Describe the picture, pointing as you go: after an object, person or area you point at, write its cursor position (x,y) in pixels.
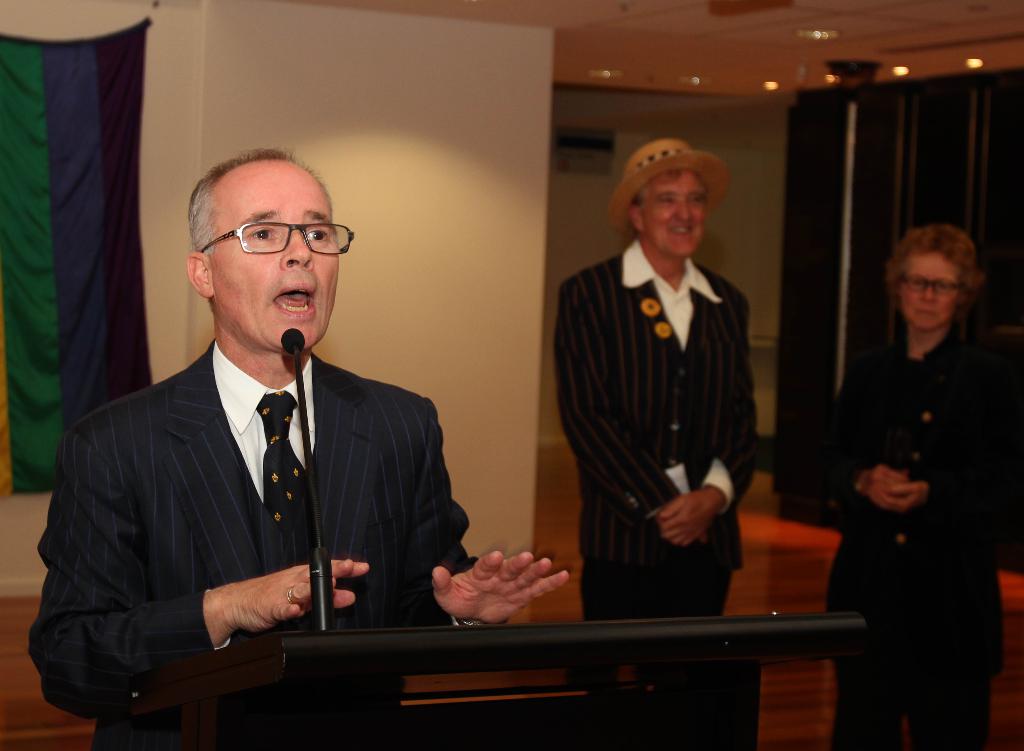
This picture might be taken inside a conference hall (809,585). In this image, on the left side (270,598), we can see a man (210,495) wearing a blue color shirt (218,503) is standing in front of the table (514,646). On that table (650,642), we can see a microphone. On the left side (79,221), we can see a cloth (81,365). On the right side (716,387), we can see two people (959,413) man (704,401) and woman (936,598). At the top (770,6), we can see a roof (757,40) with few lights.
